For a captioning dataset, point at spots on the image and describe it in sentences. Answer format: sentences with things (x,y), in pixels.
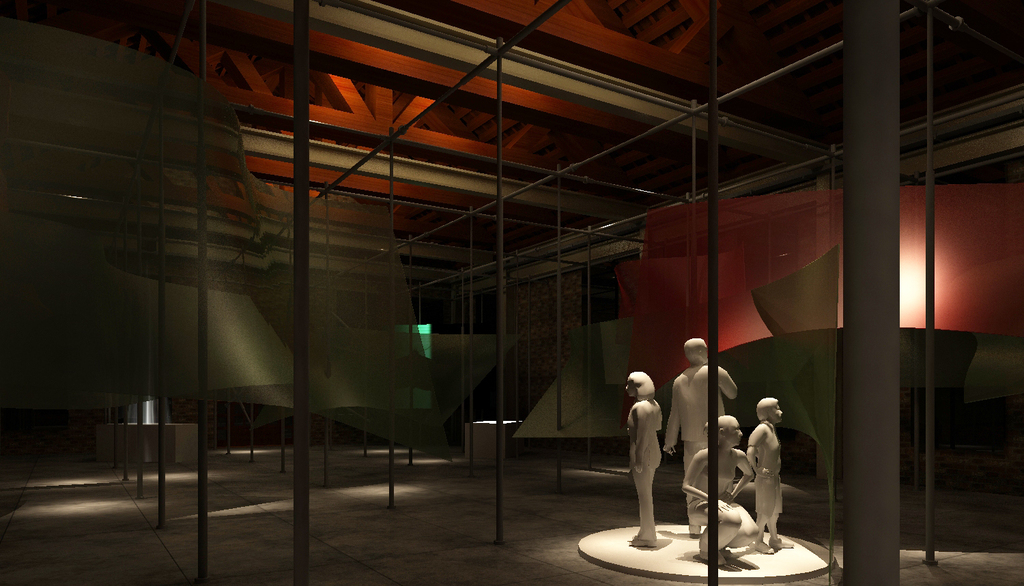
In this image I can see white color statues (723,461). I can also see poles (420,317), wall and other objects (149,424) on the floor (243,485).
